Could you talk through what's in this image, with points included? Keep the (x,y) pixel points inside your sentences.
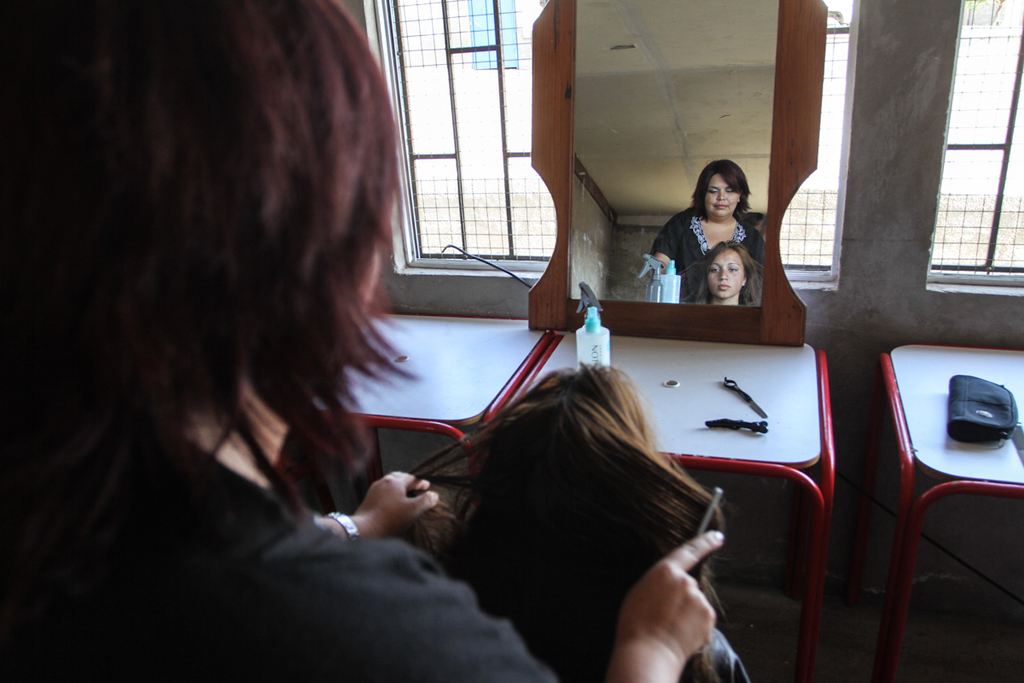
In this image i can see two woman (407,476) at the background (660,396) i can see a table (674,394), mirror (671,185), a window (454,181).
